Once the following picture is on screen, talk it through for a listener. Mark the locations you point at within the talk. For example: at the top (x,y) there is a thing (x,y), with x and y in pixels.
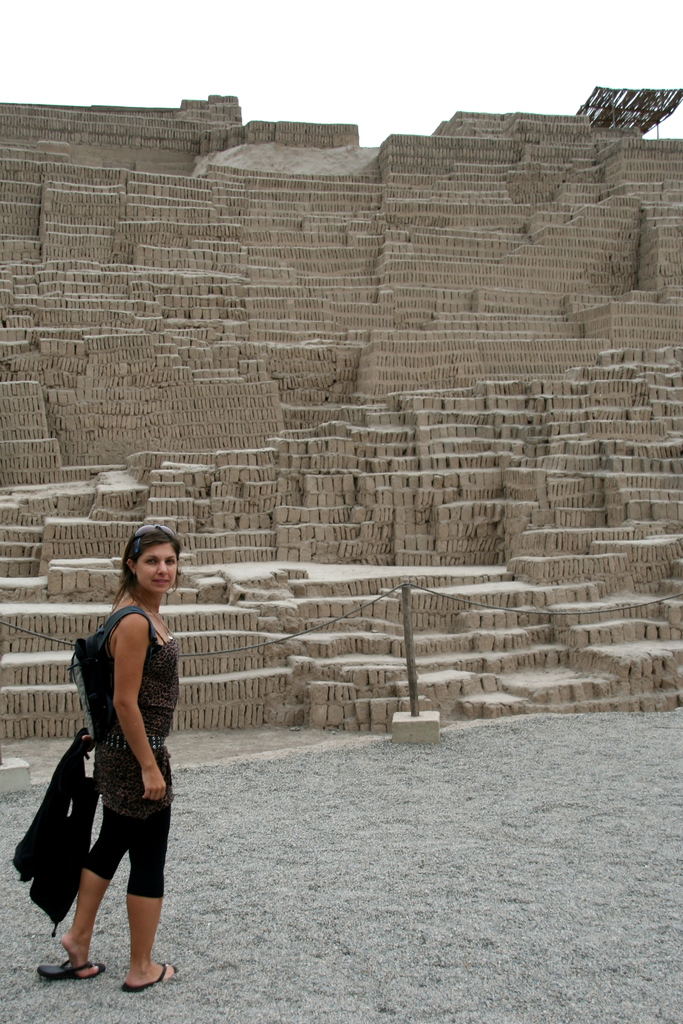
In this image we can see a woman (140,646) wearing goggles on her head (148,584) and carrying a bag (108,693) is standing on the ground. In the center of the image (410,614) we can see a pole (405,597) with a rope (506,608). In the background (443,608), we can see a wall (232,450) made with stone (559,375) and the sky (398,59).
